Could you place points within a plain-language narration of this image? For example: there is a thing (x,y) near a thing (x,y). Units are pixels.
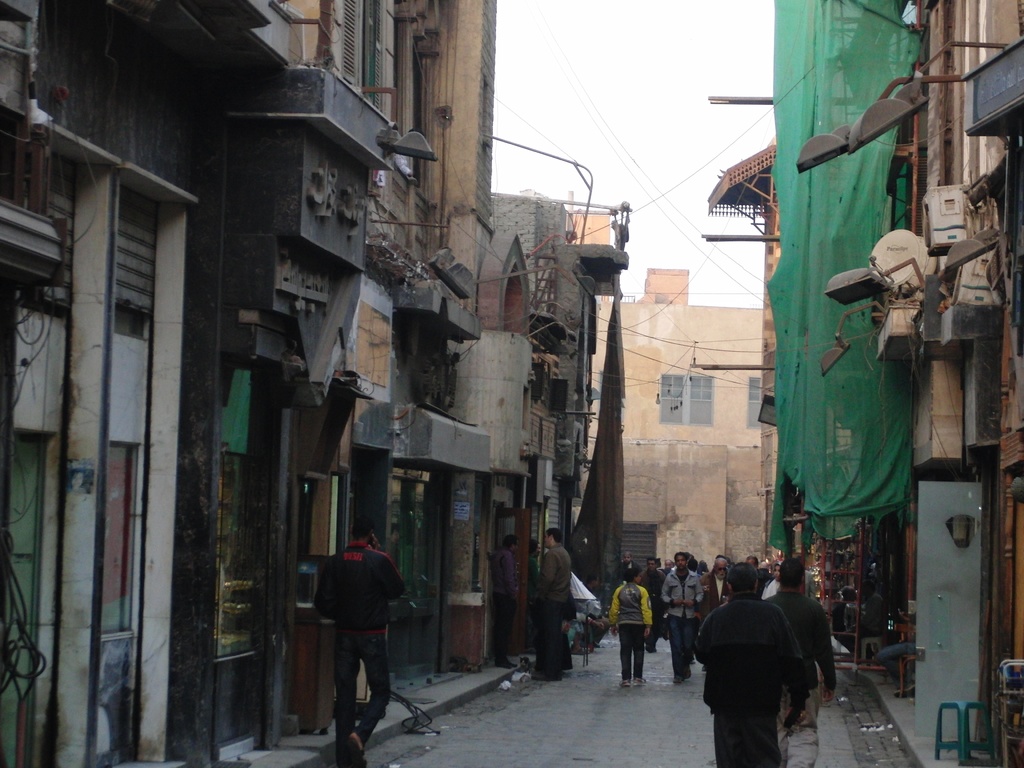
In this image there are group of people (713,590) walking in the street (562,701), at the background (726,466) there are lights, doors (935,580), chairs (965,743), buildings (638,338), pipes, sky (681,264).
